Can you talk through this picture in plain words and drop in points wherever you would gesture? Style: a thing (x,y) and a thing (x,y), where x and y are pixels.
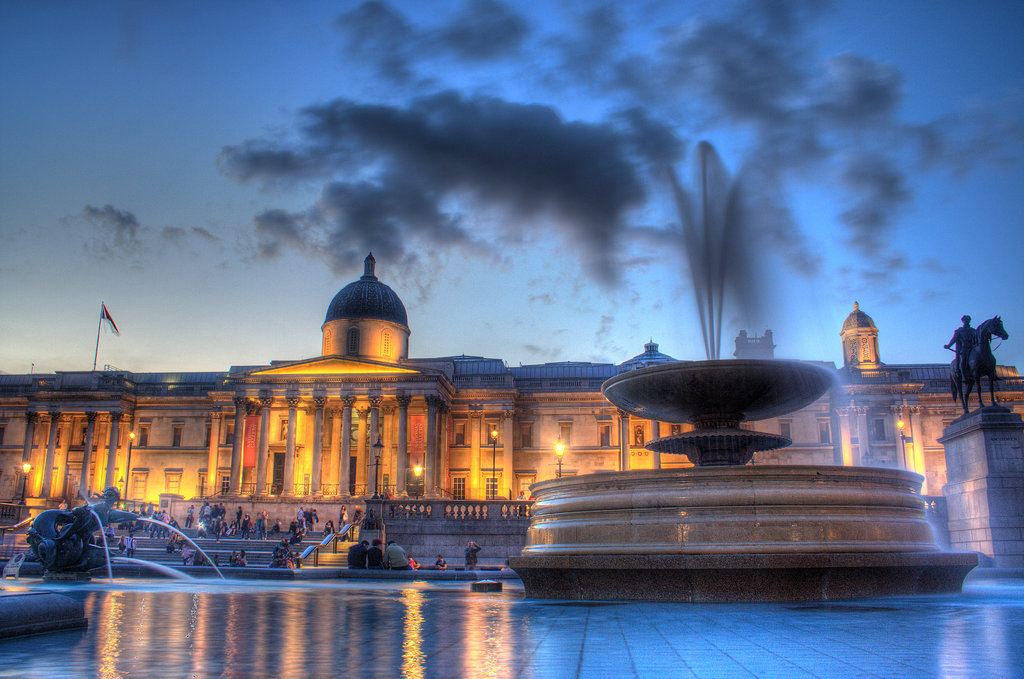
In this picture, we see the water fountain (779,513). On the right side (965,364), we see the statue (960,335) of the man (971,347) riding the horse (979,351). On the left side (131,558), we see the fountain (79,544) in the shape of fish (91,549). Here, we see the people (402,558) are sitting. We see the people (224,530) are standing on the staircase (212,542). Beside them, we see the stair railing (337,534). In the middle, we see the railing (450,516). In the background (357,369), we see a building (308,418). We even see the streetlights (377,456) and a flag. It might be a parliament (426,427). At the top (204,87), we see the clouds (506,183) and the sky (374,166).
